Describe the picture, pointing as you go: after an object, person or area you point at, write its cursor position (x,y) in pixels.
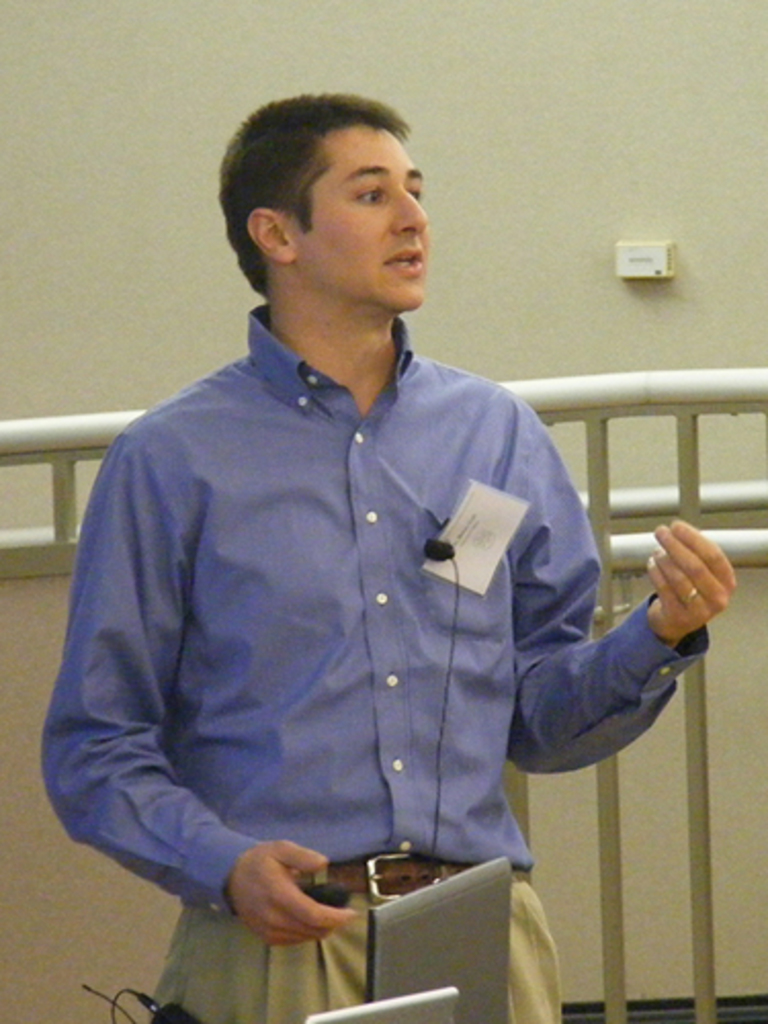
In this picture there is a man (437,456) who is wearing shirt (409,455), trouser (513,983) and finger ring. On his pocket (474,532) I can see the mic (439,552) and paper (470,572). At the bottom (369,1004) I can see the laptops (480,1007) and cables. Beside him there is a fencing (697,843). On the right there is a box (624,278) which is placed on the wall (575,178).
